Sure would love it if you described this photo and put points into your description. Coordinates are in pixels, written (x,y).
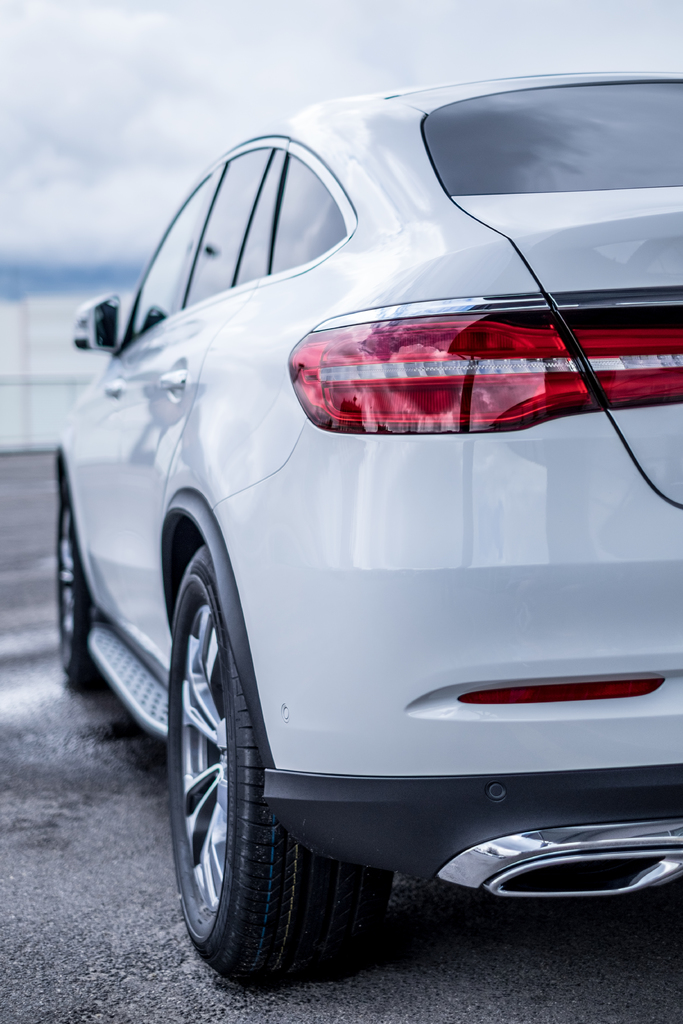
In this image we can see a car (229,507), which is in white color. In the background (100,205) there is sky (164,164). At the bottom (91,947) there is a road (333,989).
